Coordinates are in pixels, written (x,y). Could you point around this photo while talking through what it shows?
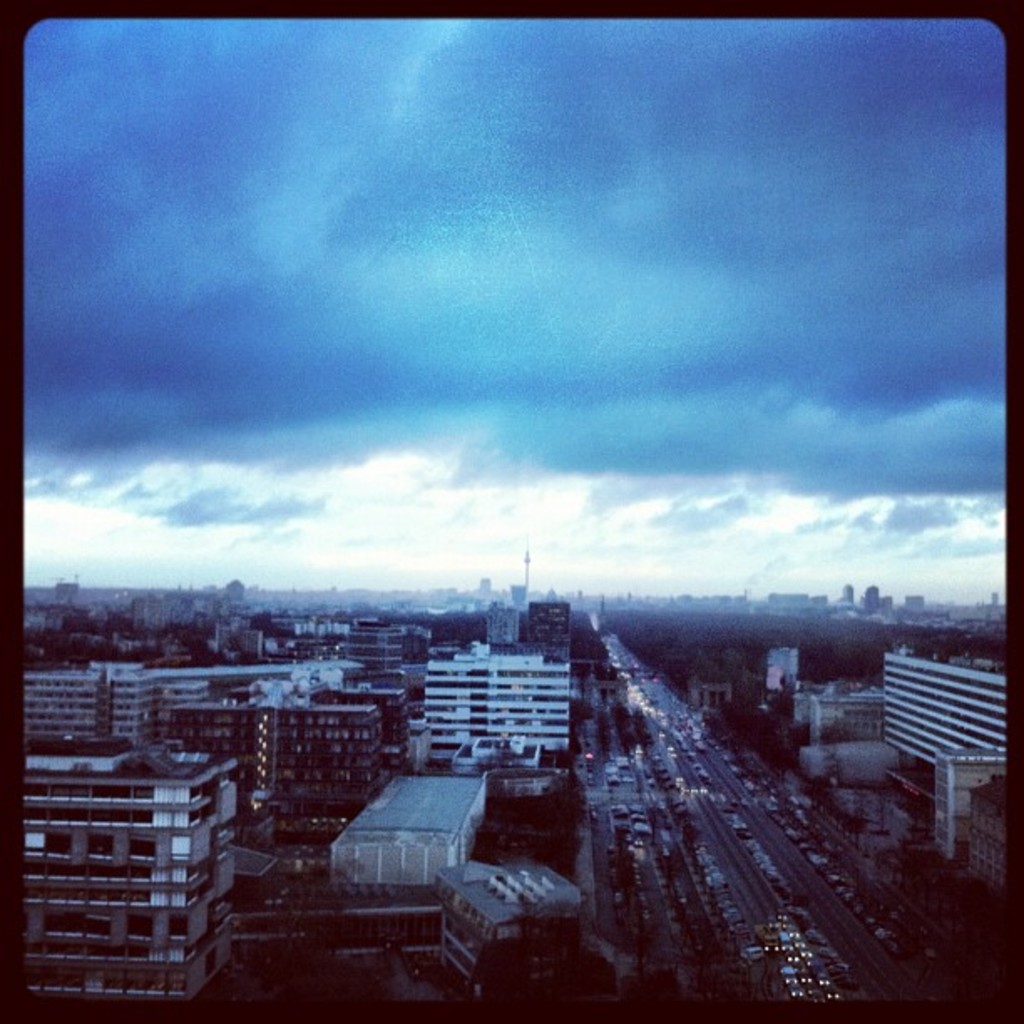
This image consists of many buildings (549,882). At the bottom (755,927), we can see a road (756,872). On which there are many vehicles (801,968). At the top (473,32), there are clouds (589,417) in the sky (460,312).
